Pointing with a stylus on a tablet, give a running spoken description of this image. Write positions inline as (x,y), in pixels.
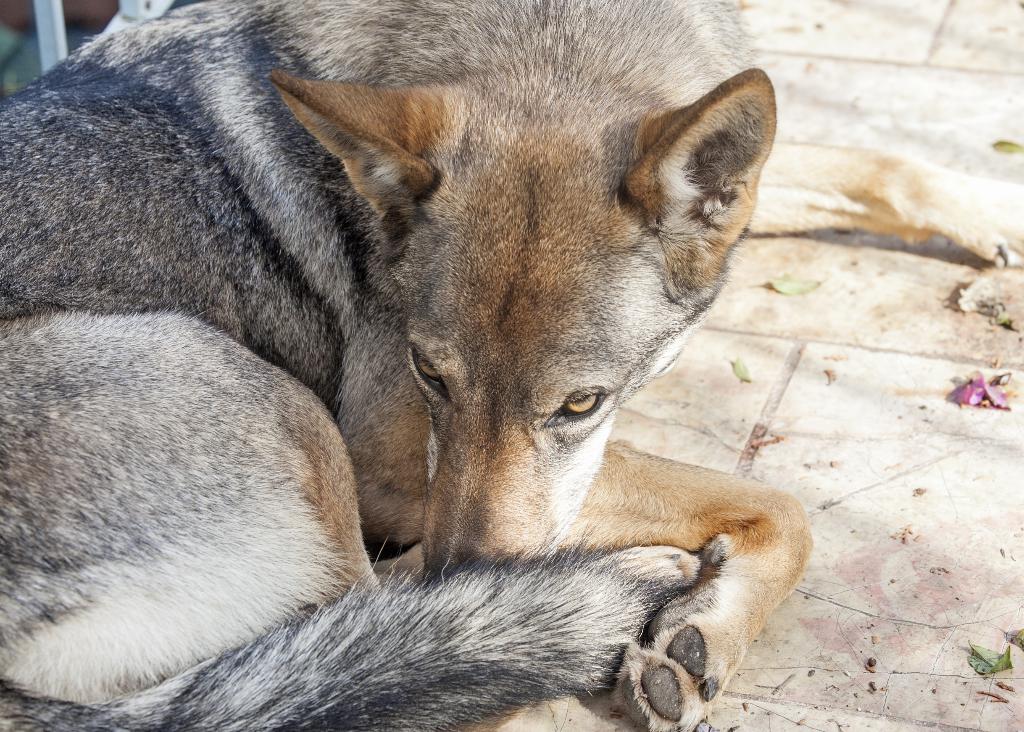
In front of the image there is a dog (642,615) lying on the floor (907,500). Behind the dog (349,59) there is some object (48,31).
